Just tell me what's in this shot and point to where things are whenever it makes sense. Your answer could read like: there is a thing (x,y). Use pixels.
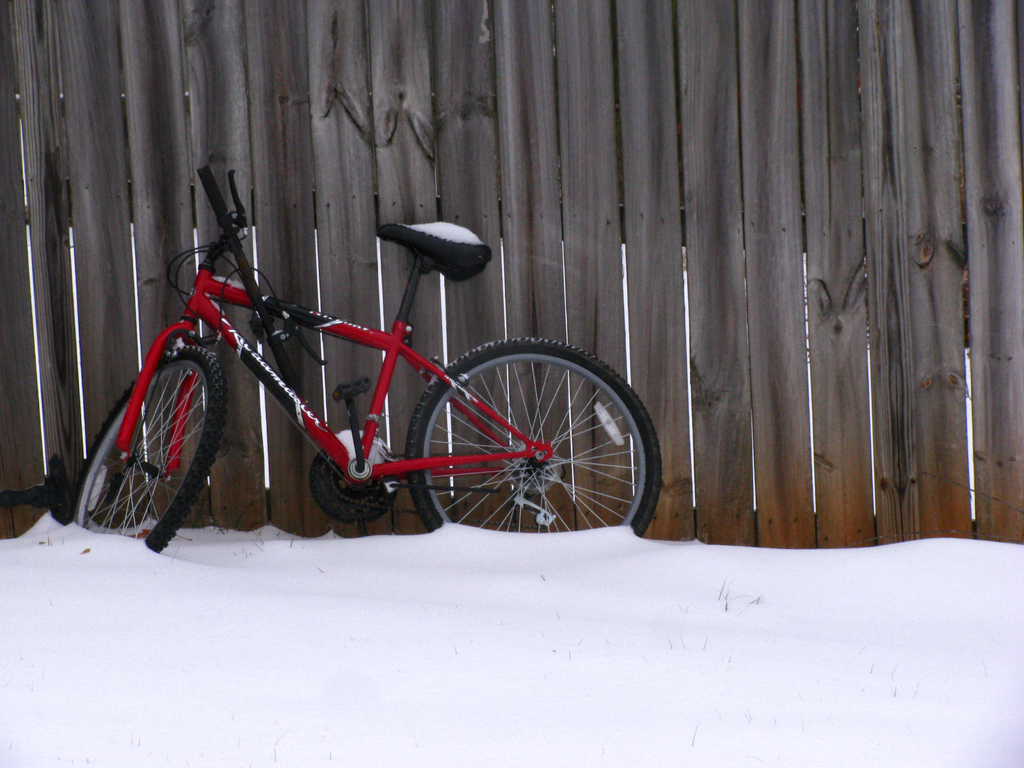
In this image there is a cycle (293,398) leaning into the wooden fence (317,369) on the surface (196,578) of the snow (196,578).
